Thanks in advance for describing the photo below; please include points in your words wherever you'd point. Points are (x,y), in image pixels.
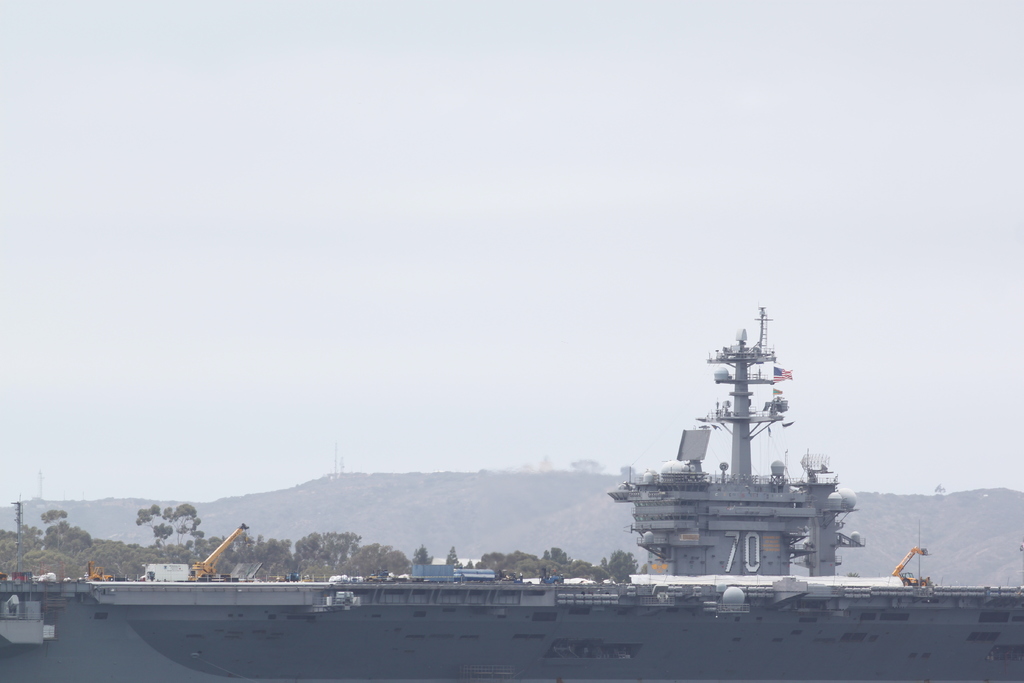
At the bottom of the image (750,607) we can see a ship (408,642) and there are cranes (193,570). In the background (133,562) there are trees (83,560), hills (543,496) and sky (517,285).
